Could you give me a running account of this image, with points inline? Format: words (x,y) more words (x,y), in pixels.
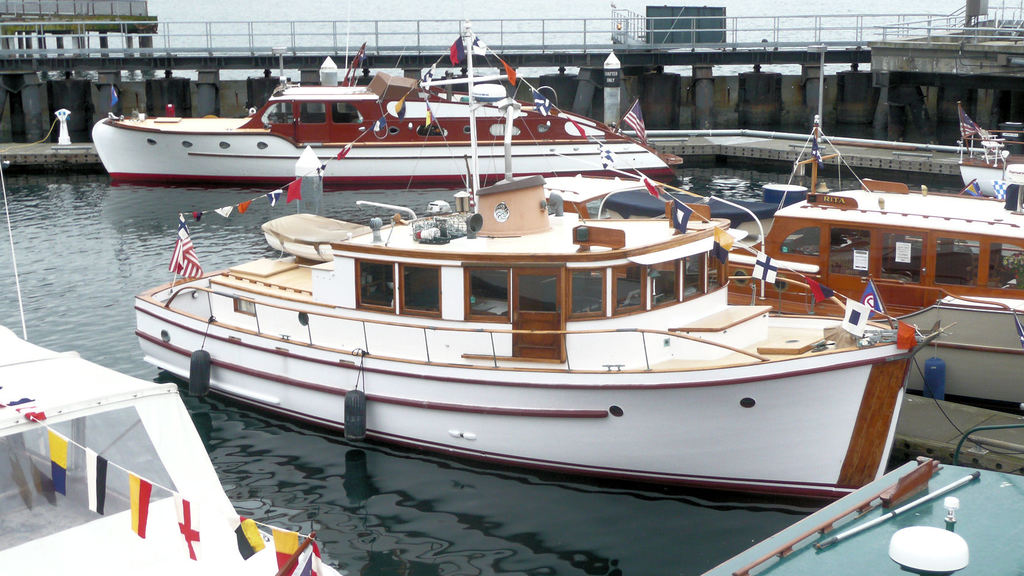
In this image we can see boats (557,198) in the water (34,278), here are the flags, there is the bridge (710,59), here are the pillars (754,88).
